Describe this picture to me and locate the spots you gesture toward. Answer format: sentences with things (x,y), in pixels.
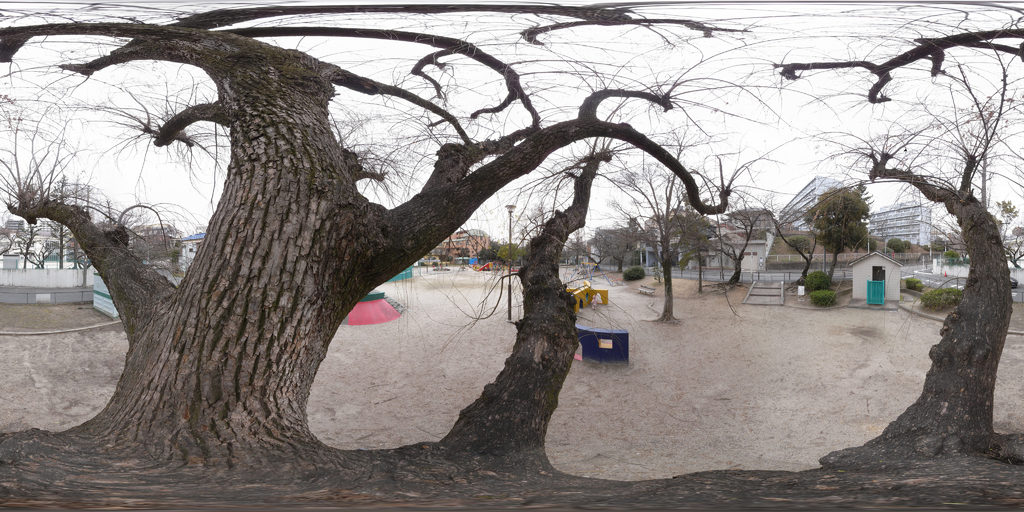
In this image I can see tree (571,338) in the middle (568,323) and I can see tent house (853,276) and trees (840,231) and buildings (459,247) and poles (511,225) and some objects (582,282) and the sky (399,129) visible in the middle (531,210).
